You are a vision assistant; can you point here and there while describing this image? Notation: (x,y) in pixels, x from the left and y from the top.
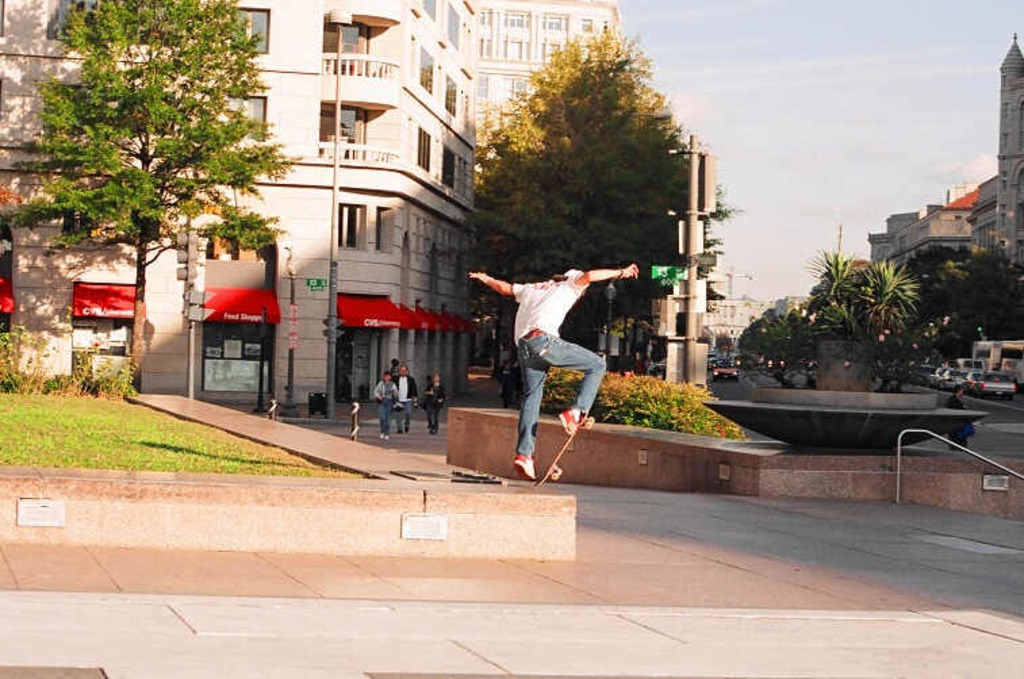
In this image, there are a few people (440,384), buildings (464,282), trees (649,273), poles (684,307), boards (680,377), vehicles (987,344), plants (101,390). We can also see the ground (203,615) with some objects (830,469). We can also see the sky (765,200).
